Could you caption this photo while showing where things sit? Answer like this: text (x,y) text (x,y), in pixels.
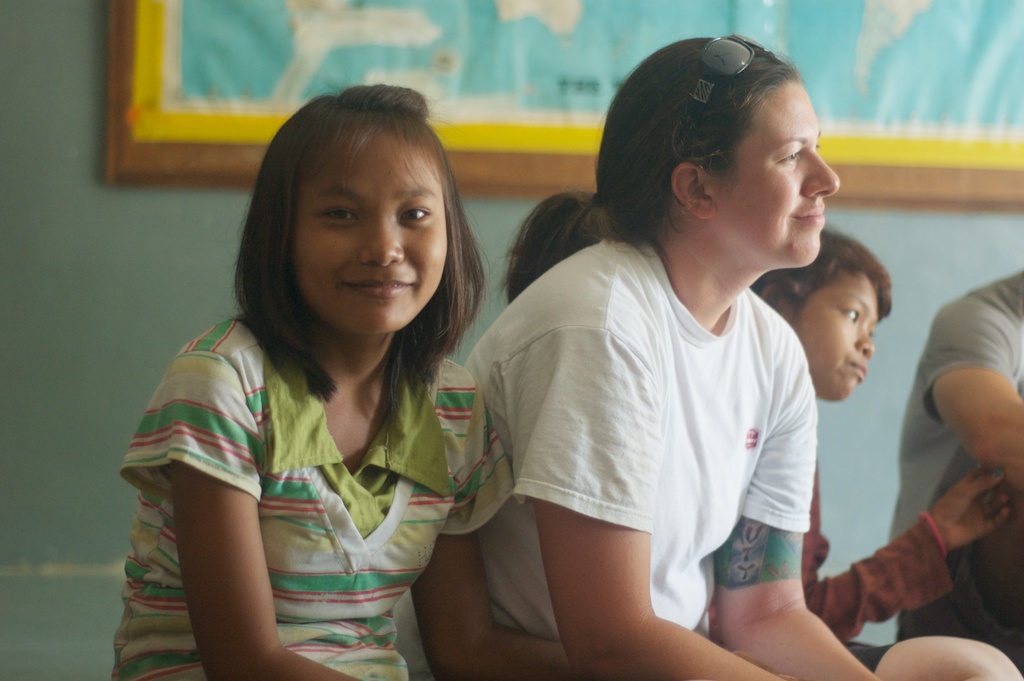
In this image, there are a few people (637,488). In the background (69,408), we can see the wall (154,192) with a board (1022,50).
